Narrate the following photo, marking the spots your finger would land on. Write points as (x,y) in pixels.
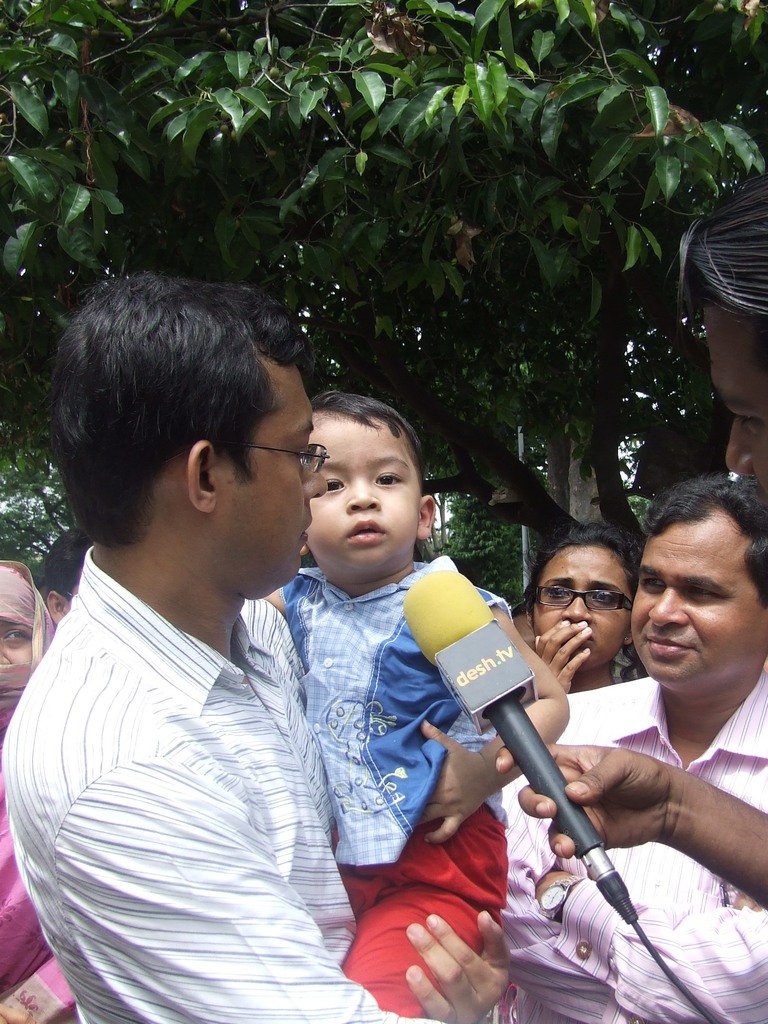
In this image we can see a man (233,464) is holding a boy (430,787) and he is wearing white color dress (211,931). The boy (387,704) is wearing blue shirt (421,774) with red pant (430,858). Right side of the image (732,827) one man (694,780) is holding a mic (510,729). Behind few people (535,616) are standing and trees (513,222) are present.
